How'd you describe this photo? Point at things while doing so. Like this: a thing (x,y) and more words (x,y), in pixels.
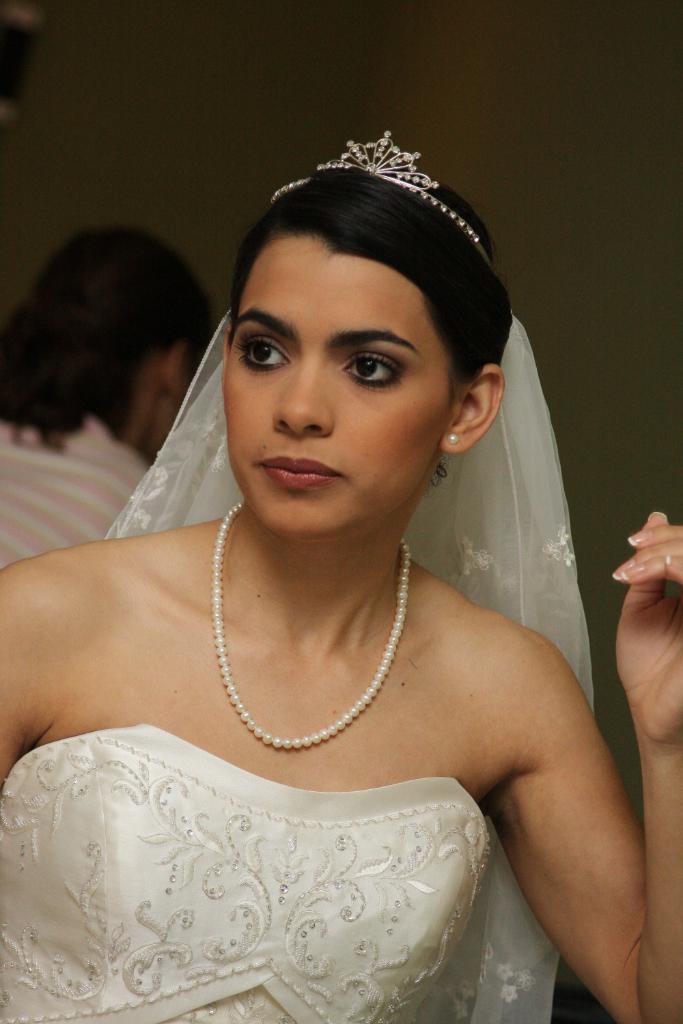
In this picture there is a woman (307,581) in bridal dress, behind her there is a person (148,347) sitting. The background (579,100) is blurred.
